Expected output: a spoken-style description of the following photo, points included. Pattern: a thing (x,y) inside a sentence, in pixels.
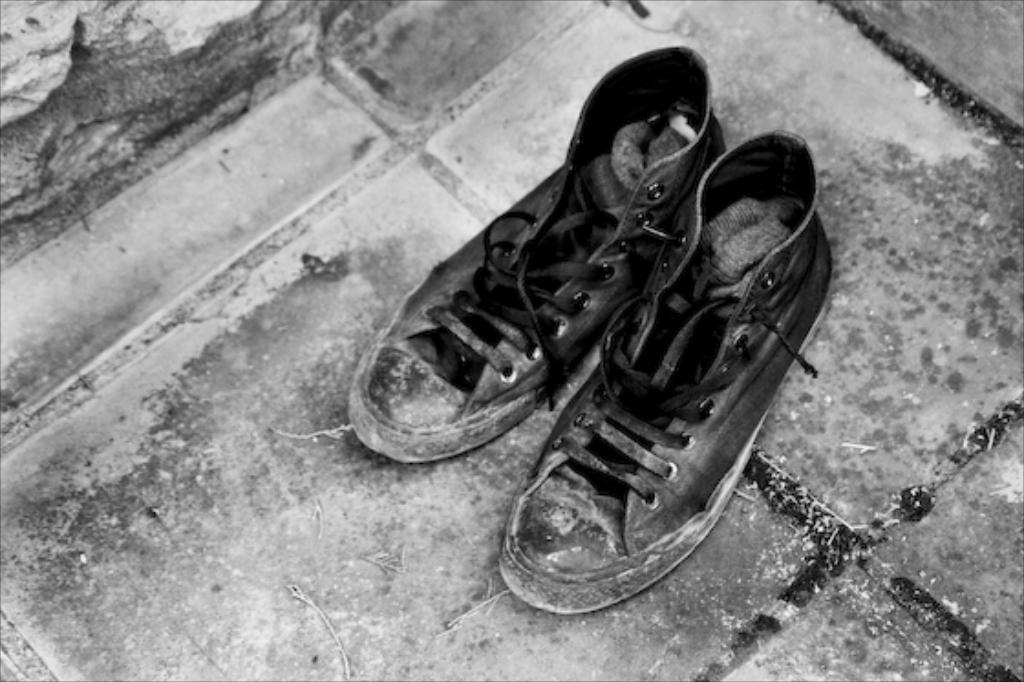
This is a black and white picture. Here we can see shoes (490,432) on a platform (373,602).
